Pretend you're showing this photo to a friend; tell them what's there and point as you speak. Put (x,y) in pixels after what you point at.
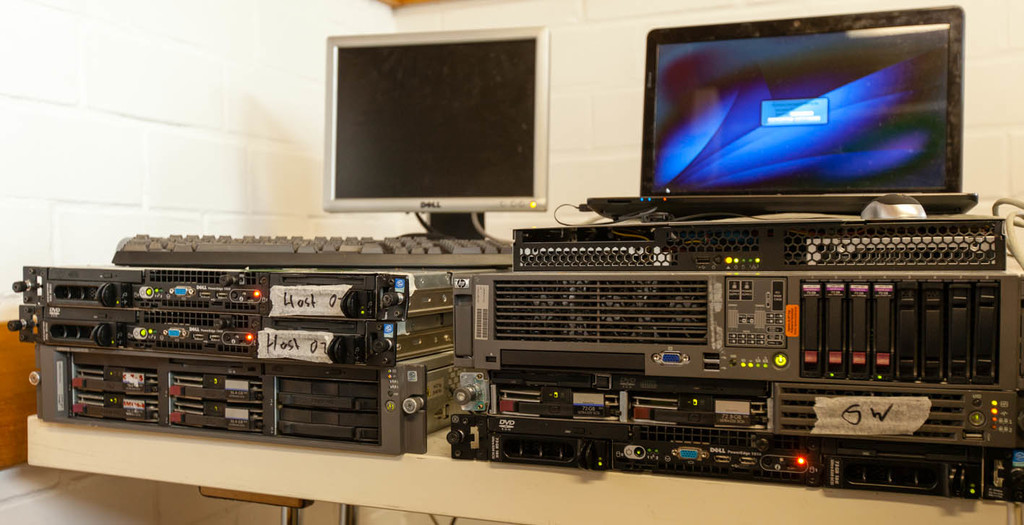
In this image, there is a table (511,472) contains monitors (445,185) on some electrical equipment (595,359).
